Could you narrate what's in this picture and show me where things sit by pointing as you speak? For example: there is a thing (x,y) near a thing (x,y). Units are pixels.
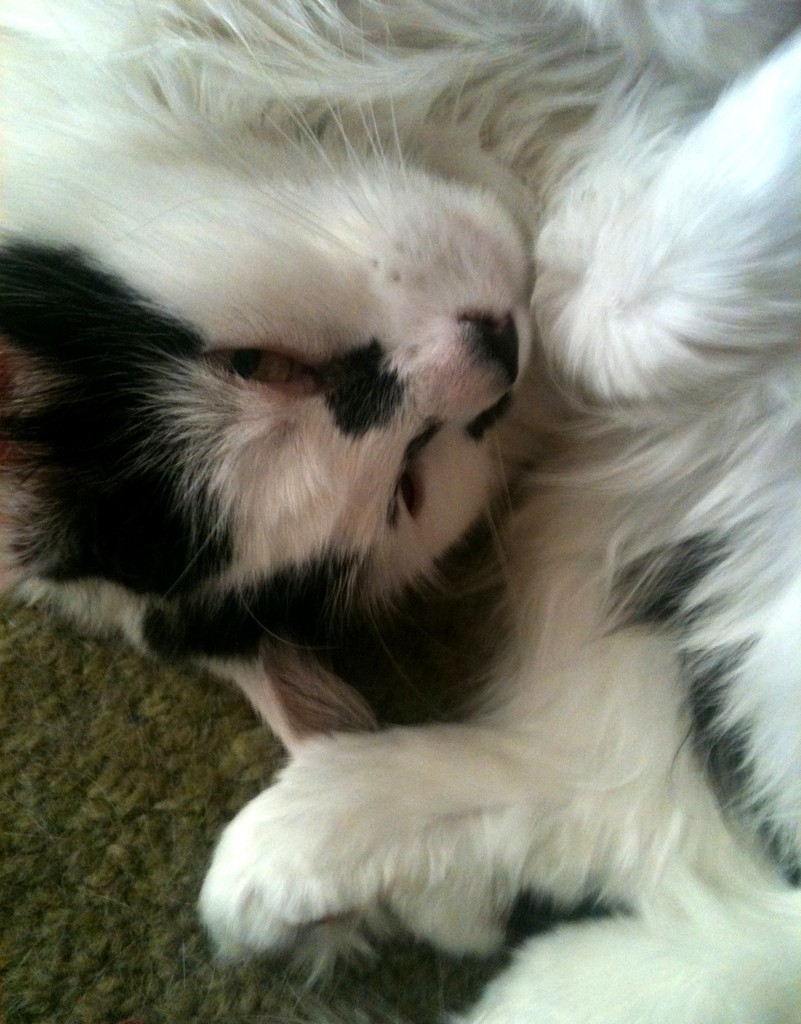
In this image I can see an animal (500,337) which is in white and black color. It is on the brown color surface (114,801).
